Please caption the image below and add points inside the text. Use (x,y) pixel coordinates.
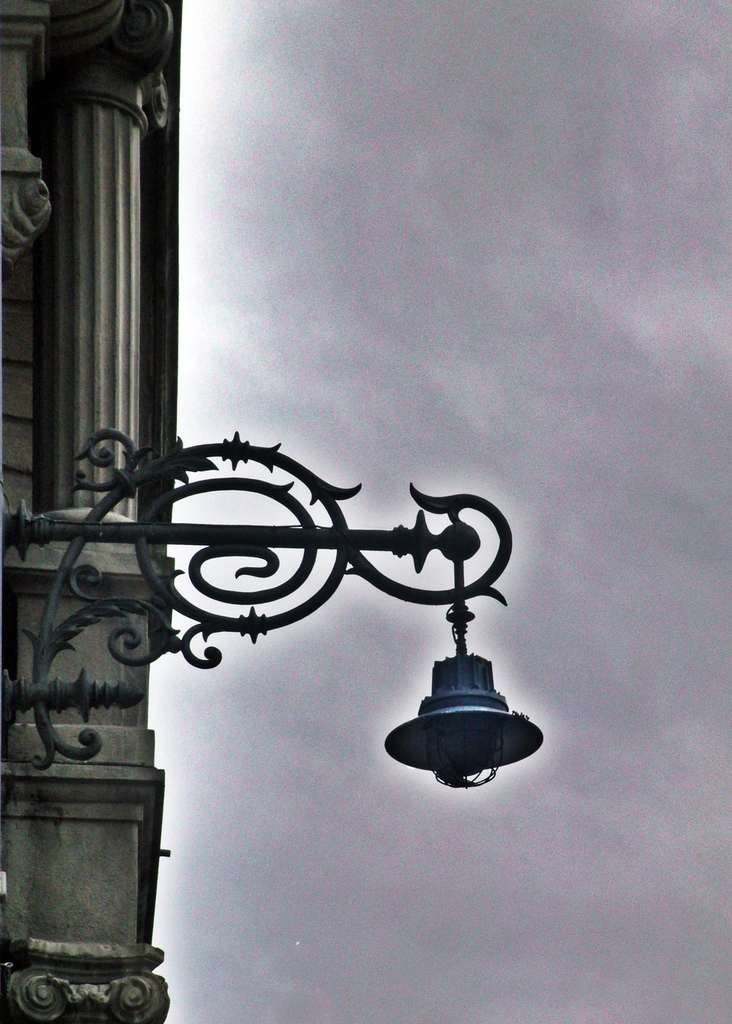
In this picture we can see a street light (433,677). Behind the street light (112,653), there is a pillar (110,247) and the cloudy sky (384,513).
